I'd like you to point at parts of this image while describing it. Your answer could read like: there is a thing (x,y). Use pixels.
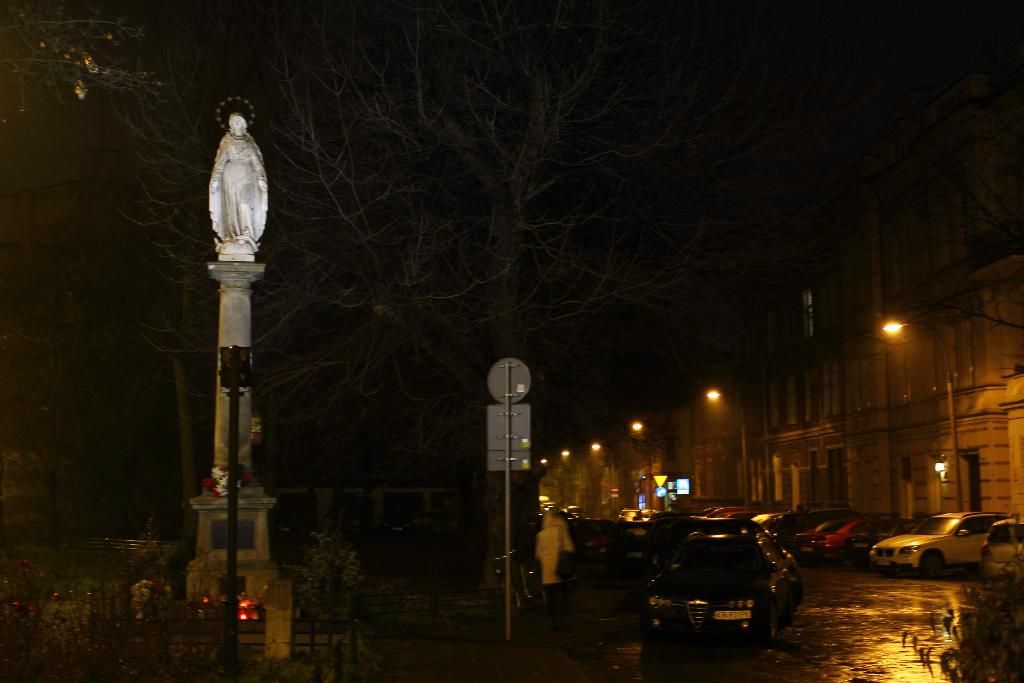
In this image there is a statue (236,203) in the left side (222,176). On the right side (812,590) there is a road (840,590) on which there are so many cars (686,534). There are street lights (708,398) on the footpath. Beside the footpath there are buildings (782,448). The image is taken in the nighttime. In the background (487,254) there are trees (454,266). In the middle (525,428) there is a signal board (509,421).
